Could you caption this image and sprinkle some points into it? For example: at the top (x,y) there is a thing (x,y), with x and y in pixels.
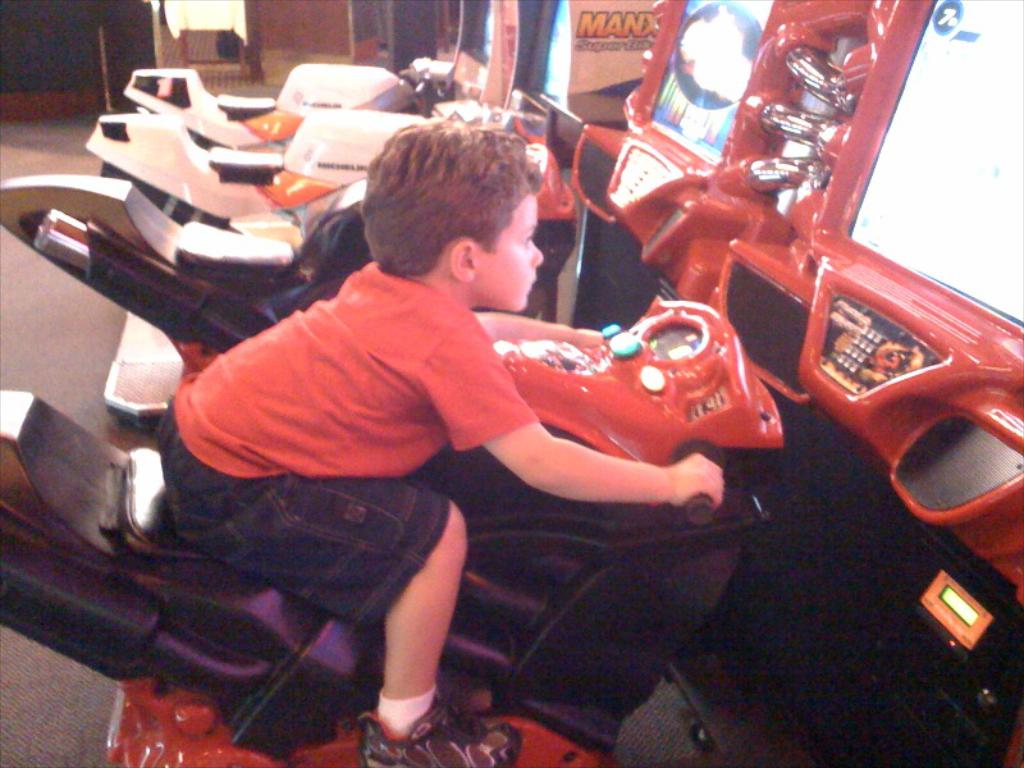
In front of the image there is a boy (473,330) riding the bike (525,687). Beside him there are a few other bikes (153,119). In front of him there are game stations (982,589).
